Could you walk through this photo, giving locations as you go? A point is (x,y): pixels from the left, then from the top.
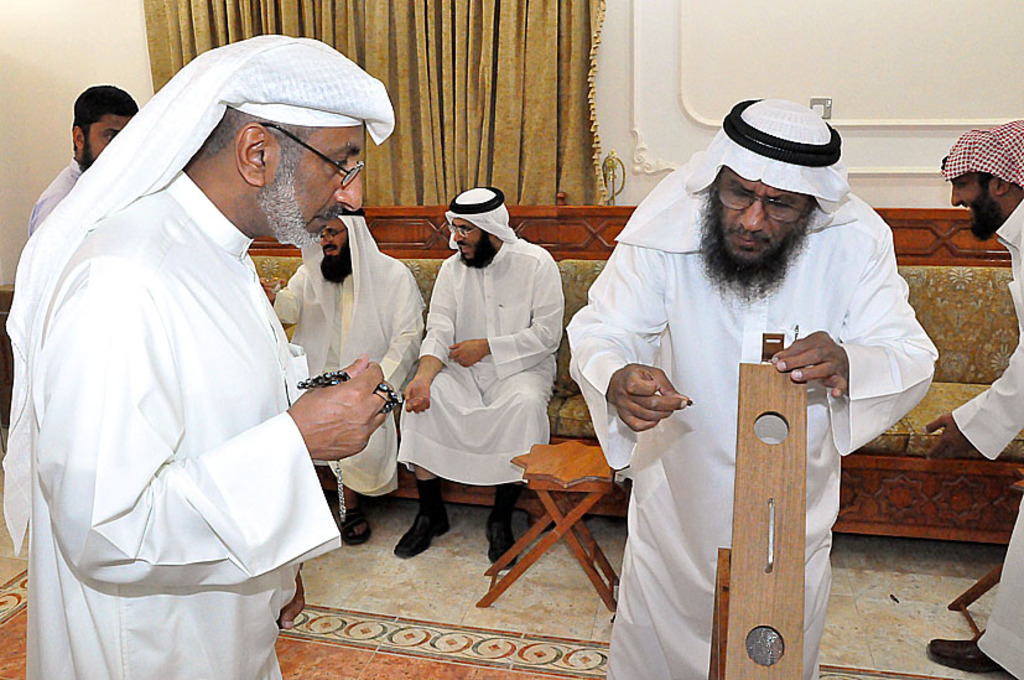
This is the picture in which there are some people (458,322) sitting on the sofa (569,286) wearing white color dresses (548,297) and other people (283,443) standing in front of them holding some things (756,523) in their hand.
